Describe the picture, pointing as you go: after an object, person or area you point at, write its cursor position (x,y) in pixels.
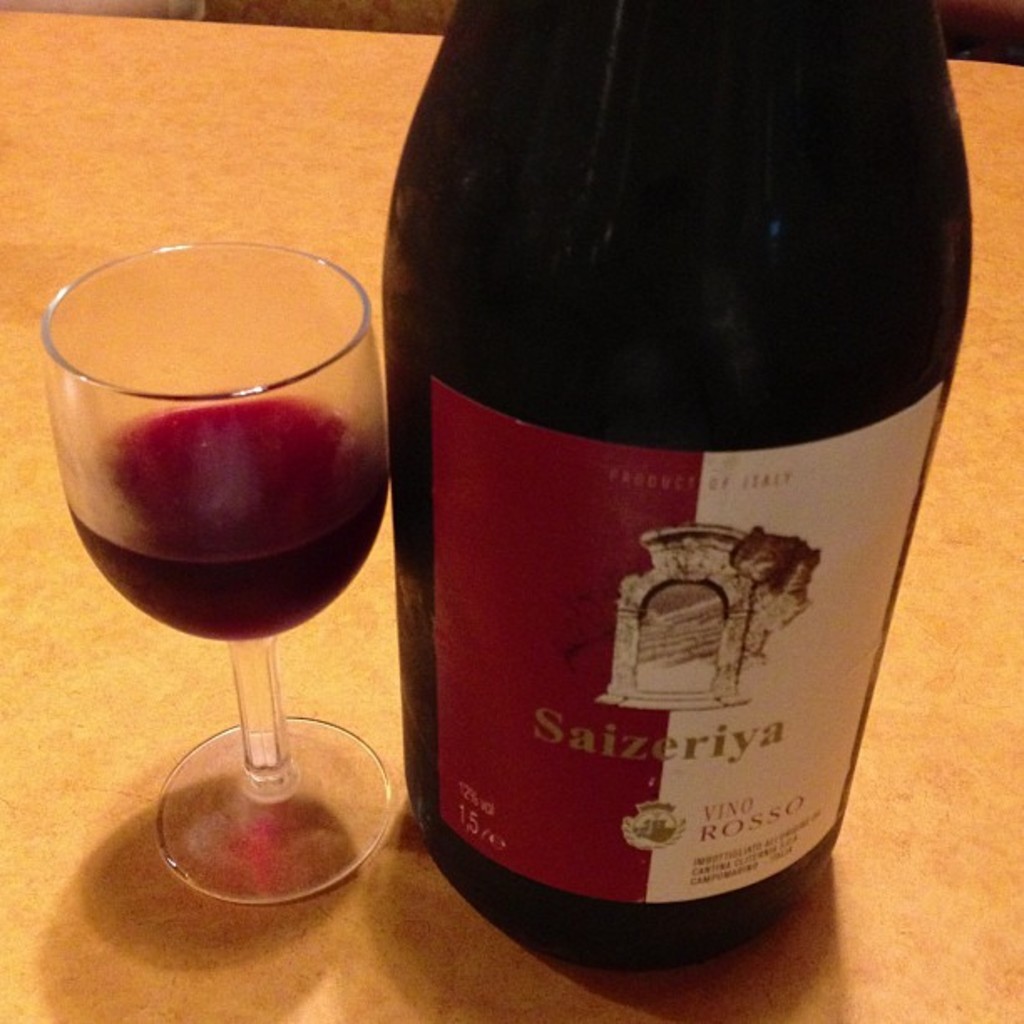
In this picture, it looks like a table (197,719). On the table (196,705) there is a glass (296,534) with some liquid (234,455). On the right side of the glass (234,475), there is a bottle (668,865).
